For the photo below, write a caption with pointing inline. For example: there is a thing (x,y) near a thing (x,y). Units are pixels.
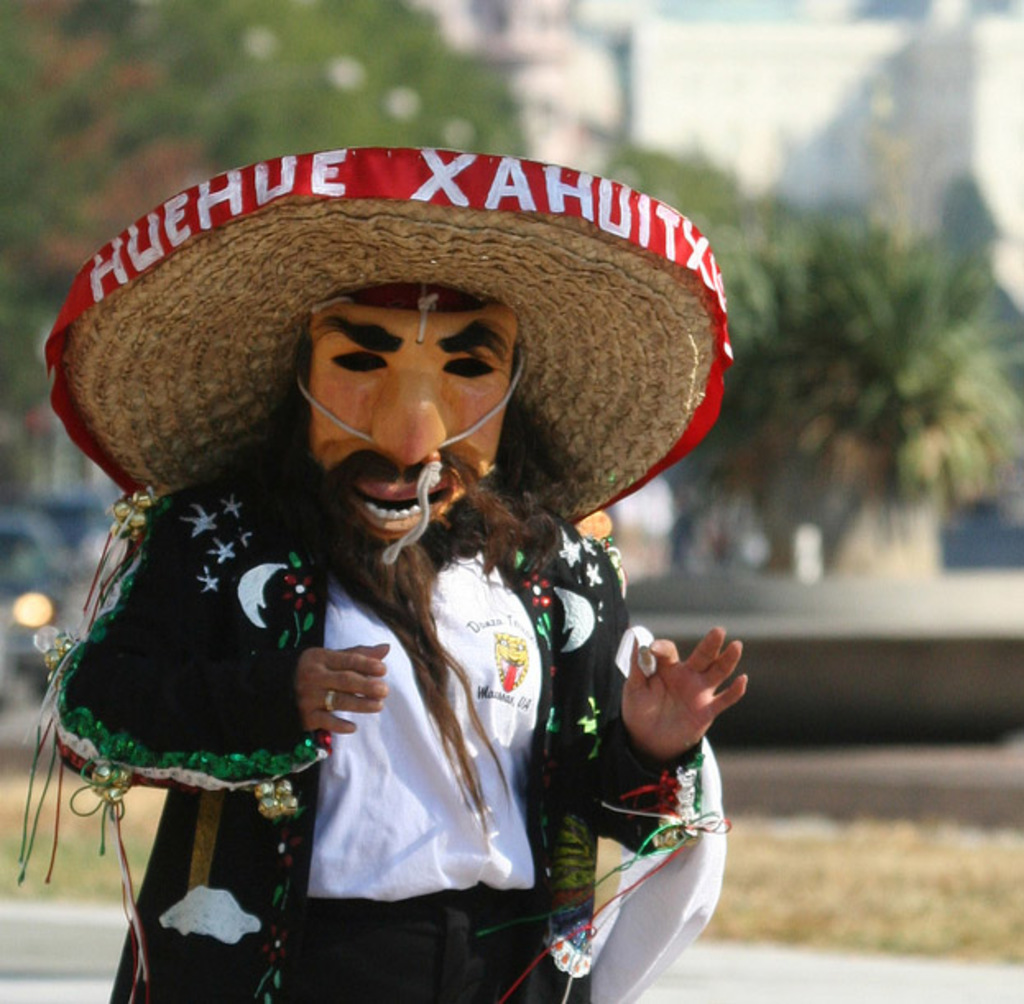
In the picture I can see a person (317,392) with a mask (381,408) on the face (465,352) and the person (465,425) is on the left side (183,628). In the background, I can see the trees (94,52).
